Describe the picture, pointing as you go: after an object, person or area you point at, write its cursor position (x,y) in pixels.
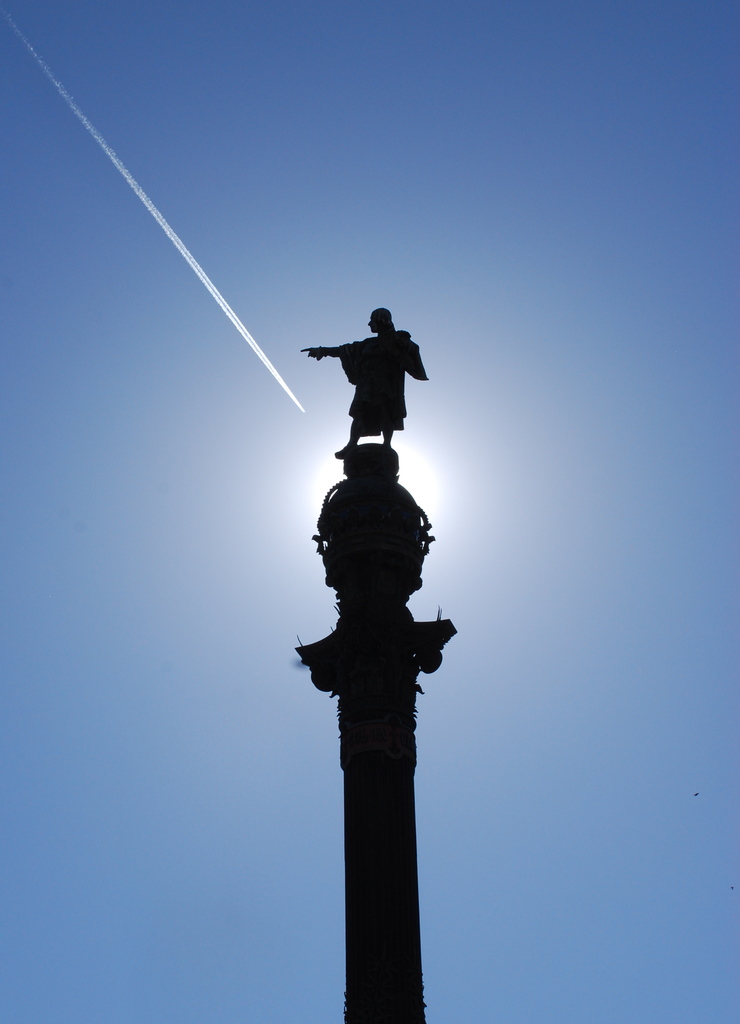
In the foreground of this image (351,405), there is a sculpture (366,410) on a pole (373,691). In the background (208,284), there is a rocket smoke (208,280) in the sky (528,219).
